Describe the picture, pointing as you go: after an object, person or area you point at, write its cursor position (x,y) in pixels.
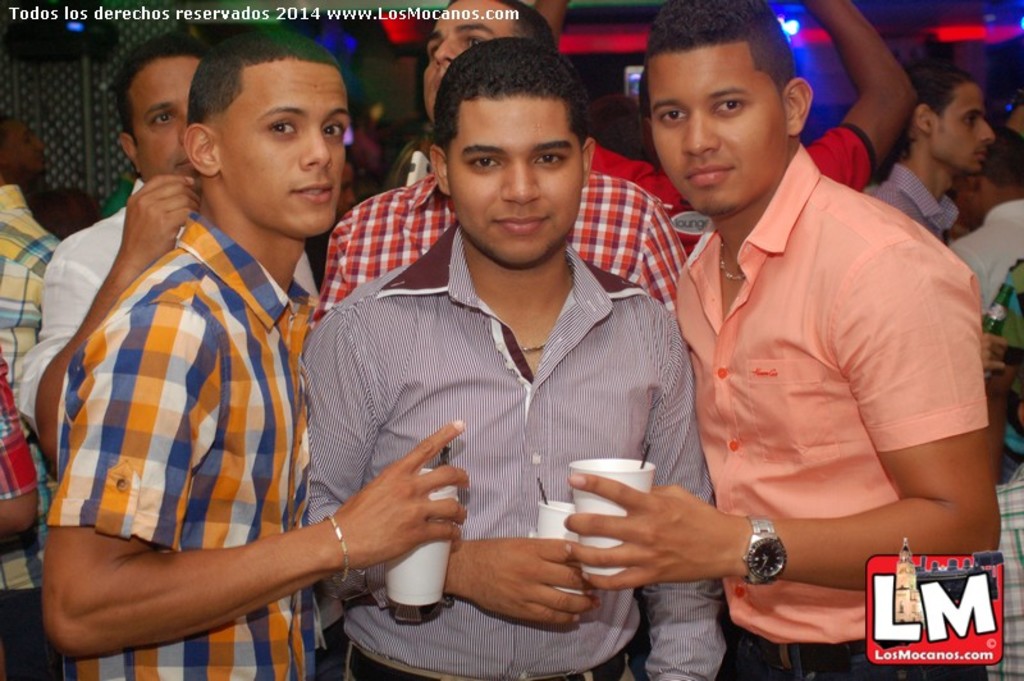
In the picture I can see these three persons (488,450) wearing shirts (415,419) are holding white color glasses (398,592) in their hands (563,564). In the background (166,217), I can see a few more people (619,205) standing and I can see show lights (43,43). Here I can see the watermark (411,14) at the top left side of the image (45,8) and I can see a logo (934,611) at the bottom right side of the image (881,602).
